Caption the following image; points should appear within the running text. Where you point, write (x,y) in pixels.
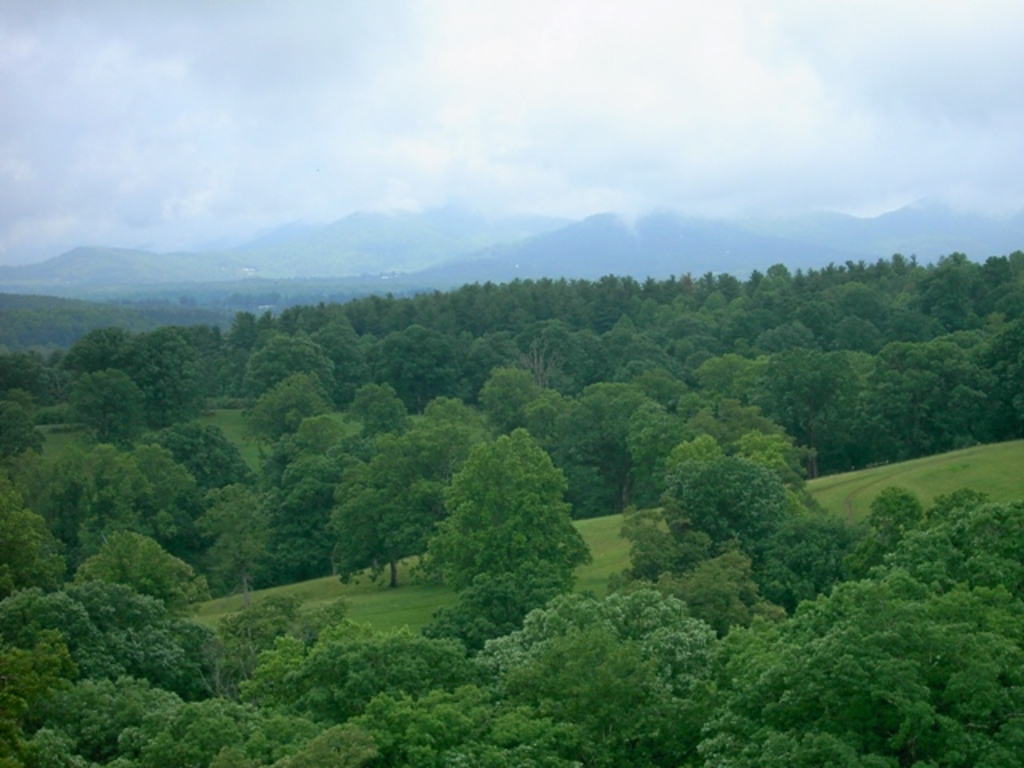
In this picture we can observe some trees (626,408). In the background (421,232) there are hills (414,270) and some fog (334,252). We can observe a sky (392,109) with clouds (424,122).
